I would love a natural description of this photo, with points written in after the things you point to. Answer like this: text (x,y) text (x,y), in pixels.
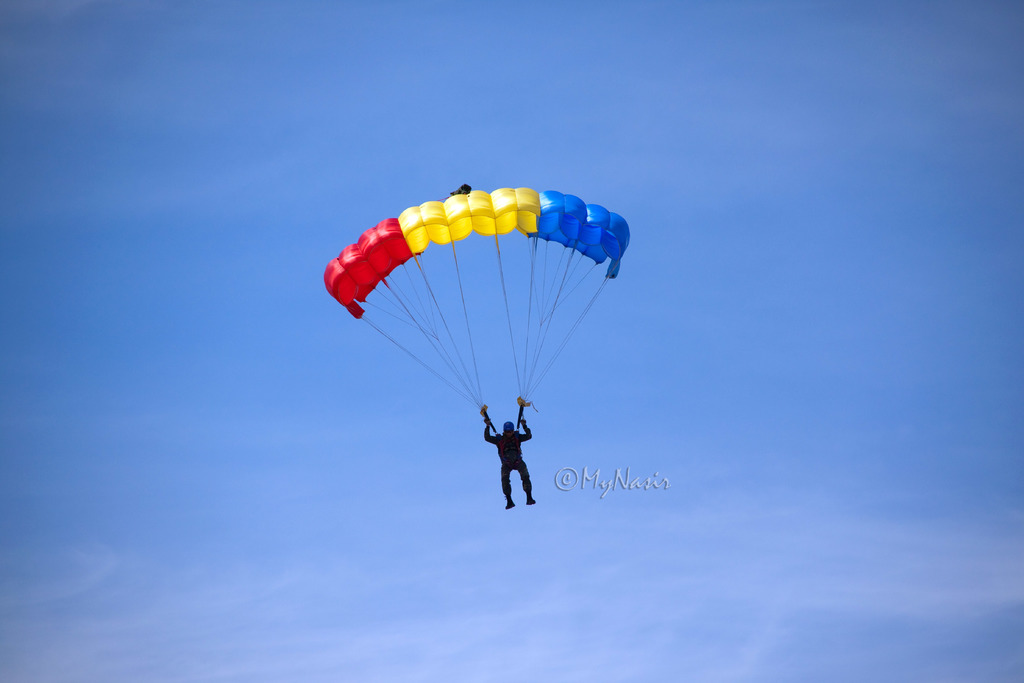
In the image there is a person (512,437) flying in the air (357,235) with parachute (561,216) and above its sky (280,172) with clouds (456,616).
